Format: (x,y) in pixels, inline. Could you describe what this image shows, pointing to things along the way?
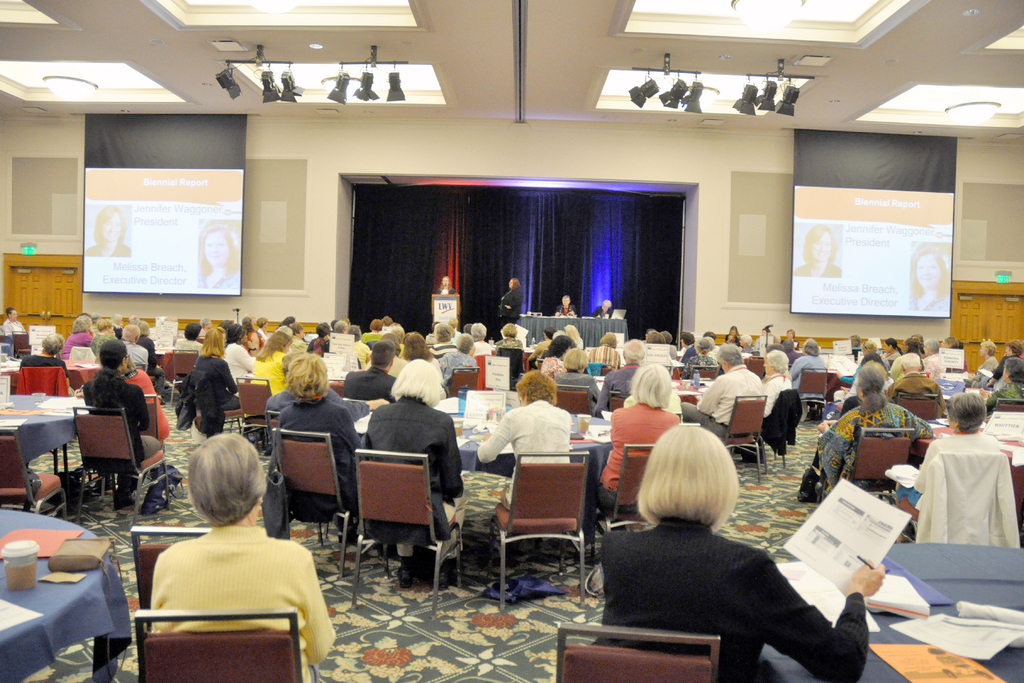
In the given image we can see that, there are many people (250,499) in the room (266,477) sitting on a chair (327,457). This is a projected screen (870,248), lights (972,113) and there are table (937,560). This is a stage (549,272) on which there are four people (449,285). This is a podium (440,301) and curtains (448,230) which are in black color.
